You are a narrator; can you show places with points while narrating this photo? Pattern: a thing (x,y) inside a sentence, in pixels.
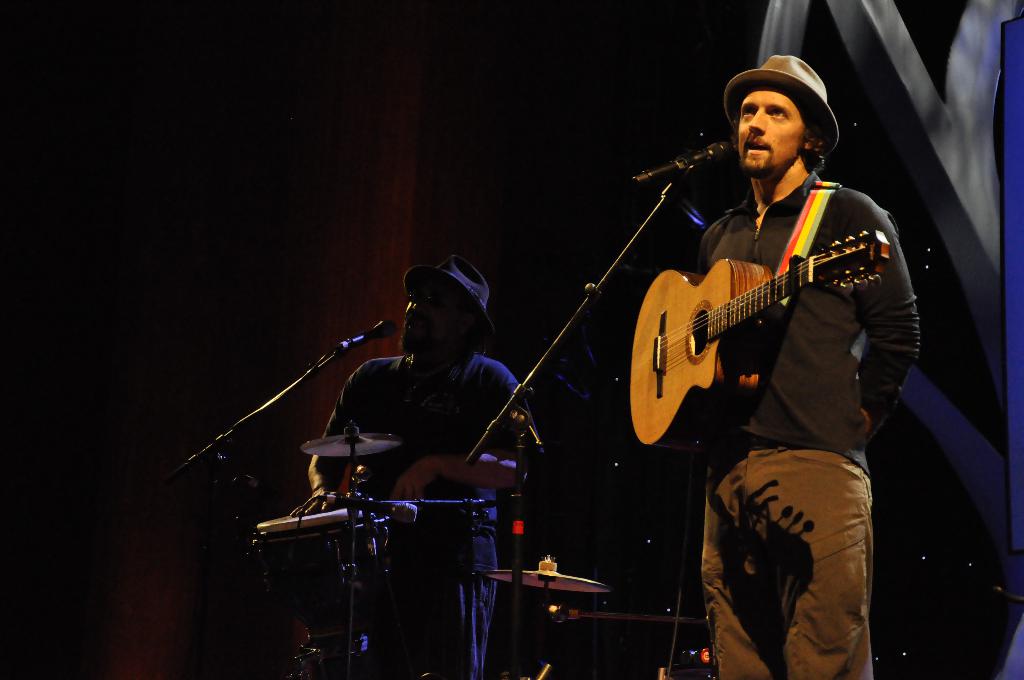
In this image there is a person (872,317) standing at the right (763,614) and holding guitar (678,370), there is a other person (440,446) standing in the middle (473,437) and playing drums (371,523). At the front (389,514) there are microphones (266,408).
